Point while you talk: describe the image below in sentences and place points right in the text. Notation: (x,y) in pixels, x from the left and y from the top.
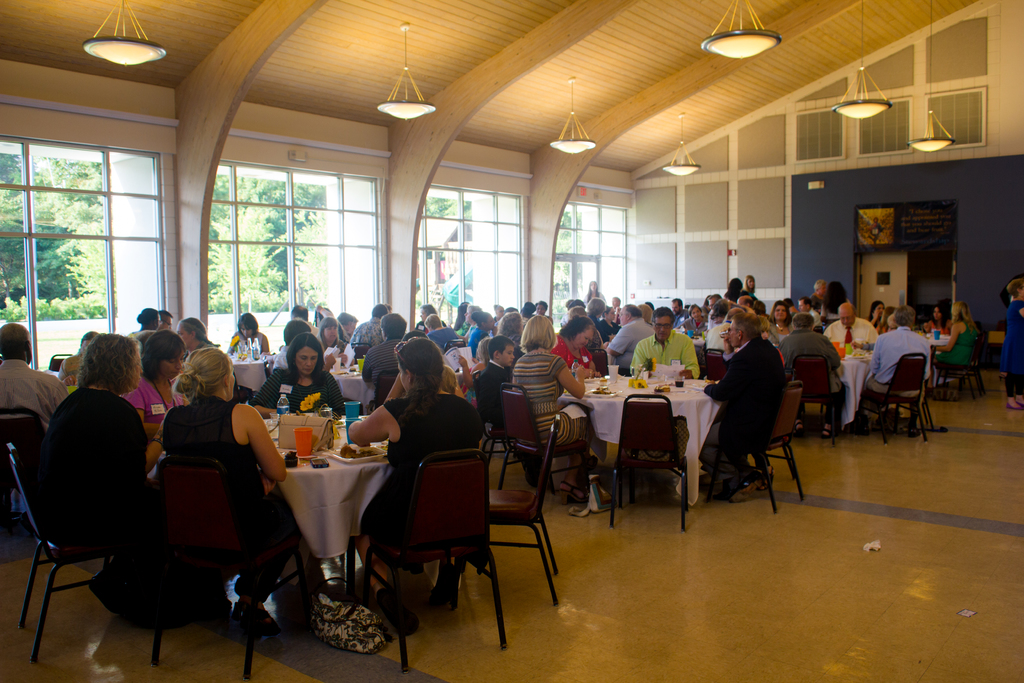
In this image we can see the people (286,504) sitting on the chairs (453,478) in front of the dining tables (376,467) which are covered with the white color clothes (680,412) and on the dining tables (699,384) we can see the food items (358,446), glasses (348,432), plates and also the water bottles (284,402). We can also see the glass windows (134,246) and through the glass windows (230,230) we can see the trees (569,219). At the top (554,26) we can see the ceiling (555,86) with the hanging lights (739,25). we can also see the wall (815,204), door (872,263) and also the floor (825,536) at the bottom (855,554).
